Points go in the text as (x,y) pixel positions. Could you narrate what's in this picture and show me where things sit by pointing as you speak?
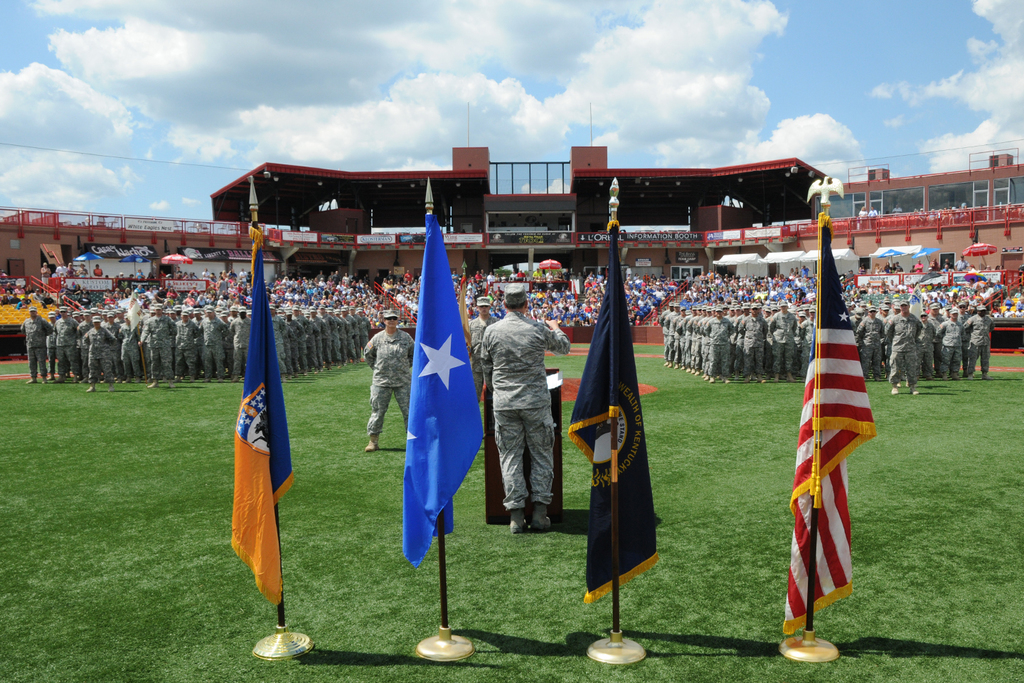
In this image there are flags (833,463) at the poles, at the back (697,321) there are so many people (552,347) standing on the ground (653,349) wearing uniform (697,321), at the back (995,268) there is a stadium (15,252) where people (633,312) are sitting.
